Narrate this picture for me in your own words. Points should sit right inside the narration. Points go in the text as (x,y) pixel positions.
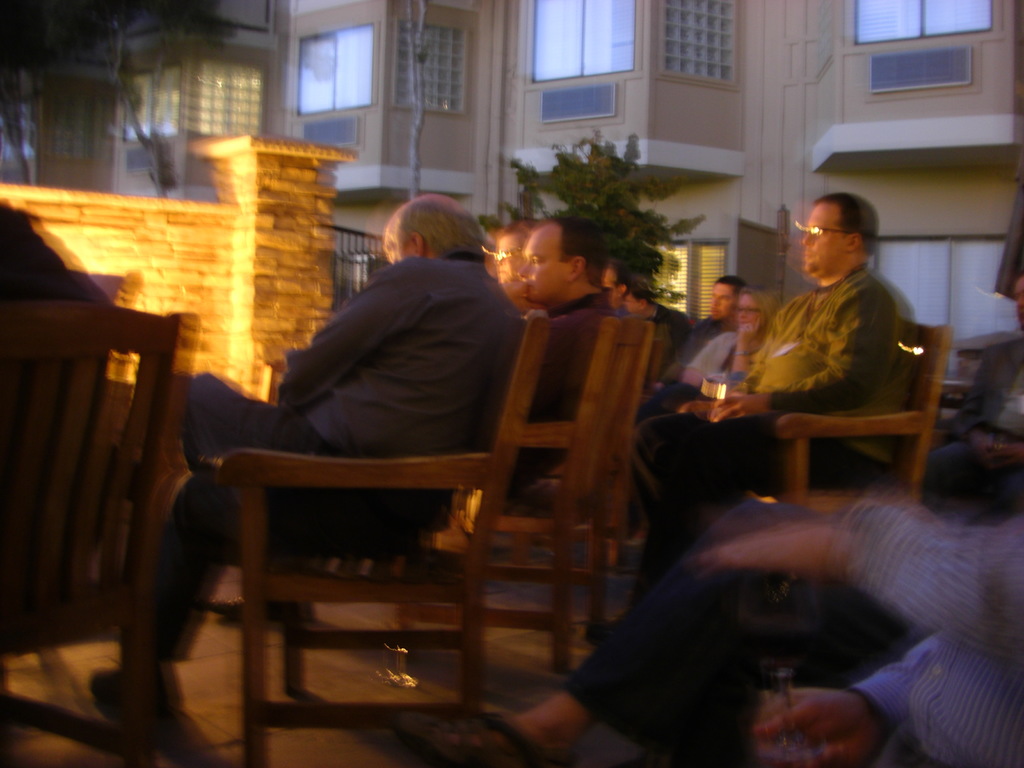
In this image there are group of people (197,425) sitting on the chair (504,467). At the background (425,62) we can see a building (517,106).
